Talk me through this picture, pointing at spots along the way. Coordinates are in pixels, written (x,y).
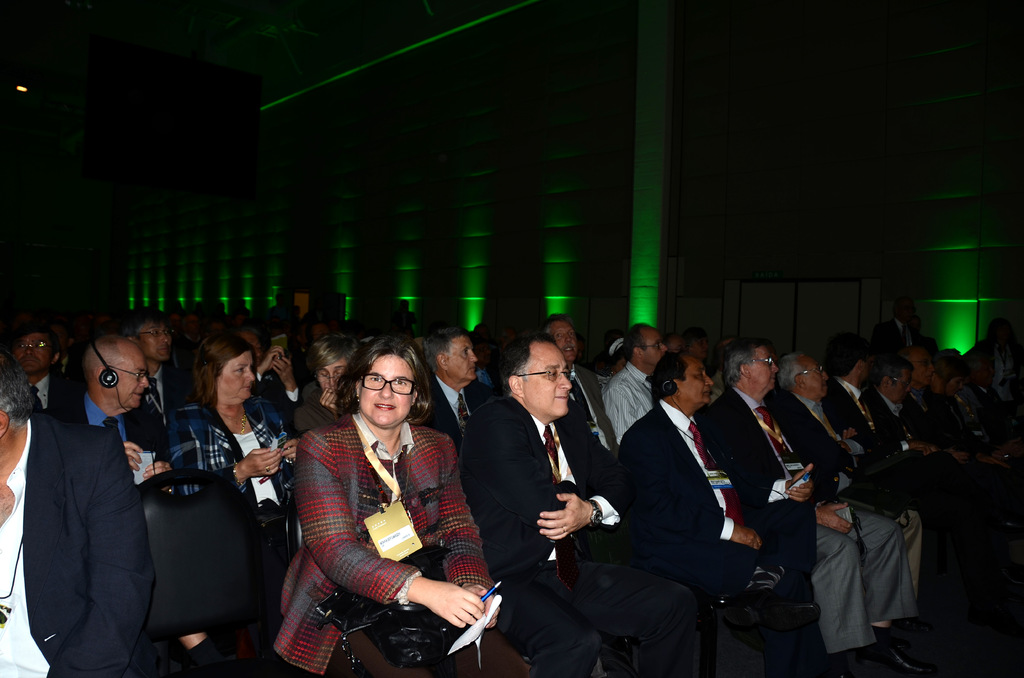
In this picture we can see some people (352,464), sitting in the theater (342,586). Behind there is a wall (591,259) with green lights (966,331).
